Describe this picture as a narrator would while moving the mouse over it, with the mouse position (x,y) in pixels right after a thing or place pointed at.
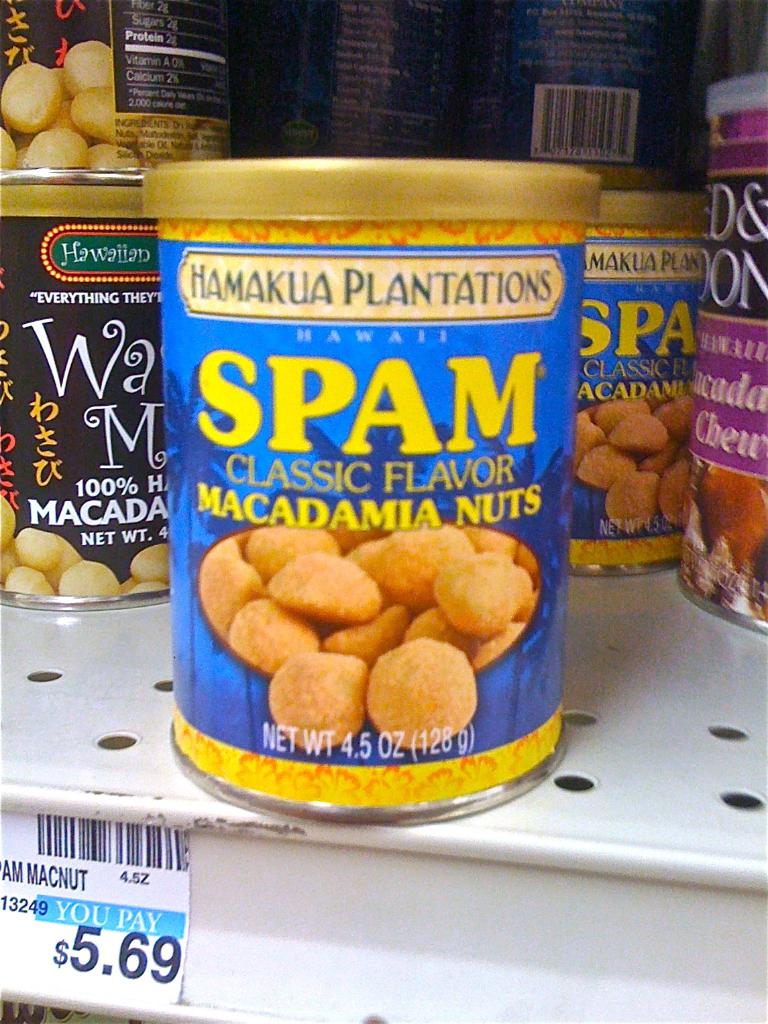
In this picture I can see food cans (323,619) on an iron object (33,704), and there is a price sticker (173,913).
